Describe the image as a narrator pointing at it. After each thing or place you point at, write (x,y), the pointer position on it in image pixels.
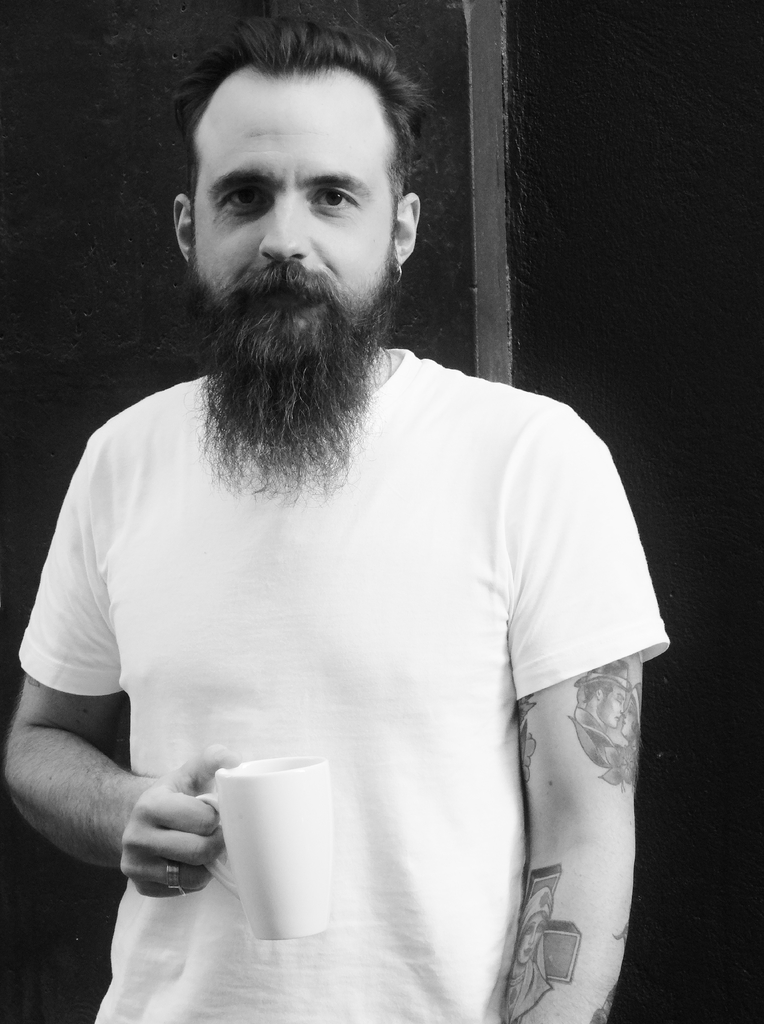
In this picture the person (388,456) is visible and holding a cup (289,801) and he is looking to the camera.
